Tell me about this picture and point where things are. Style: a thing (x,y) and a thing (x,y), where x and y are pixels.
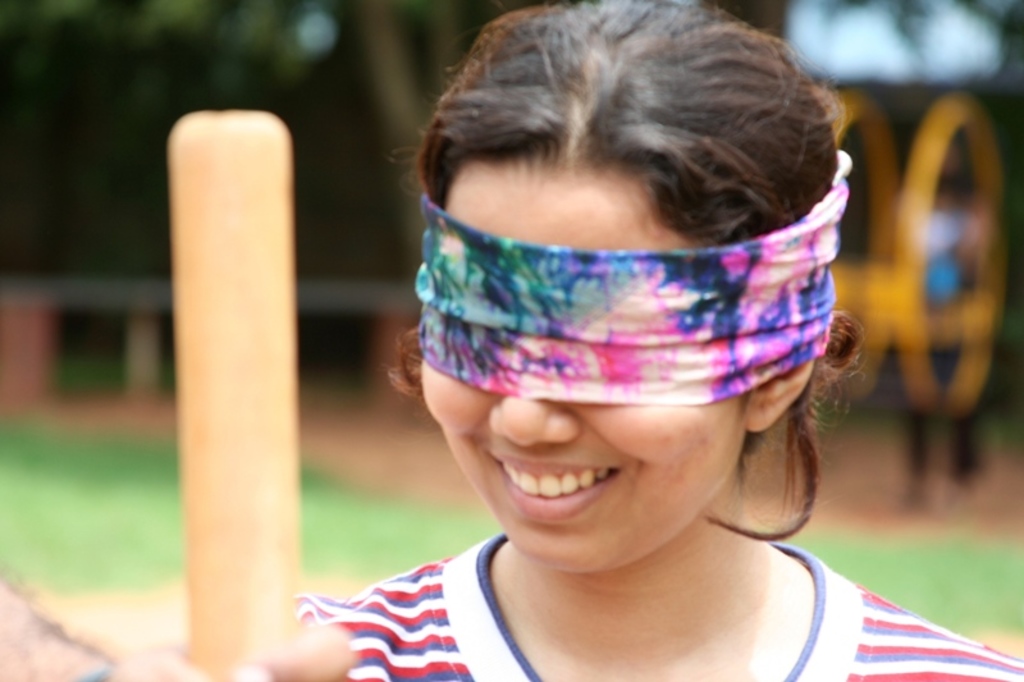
In this picture we can see a woman (411,377) and she tied a cloth (614,334) to eye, she is holding bat (239,547).
